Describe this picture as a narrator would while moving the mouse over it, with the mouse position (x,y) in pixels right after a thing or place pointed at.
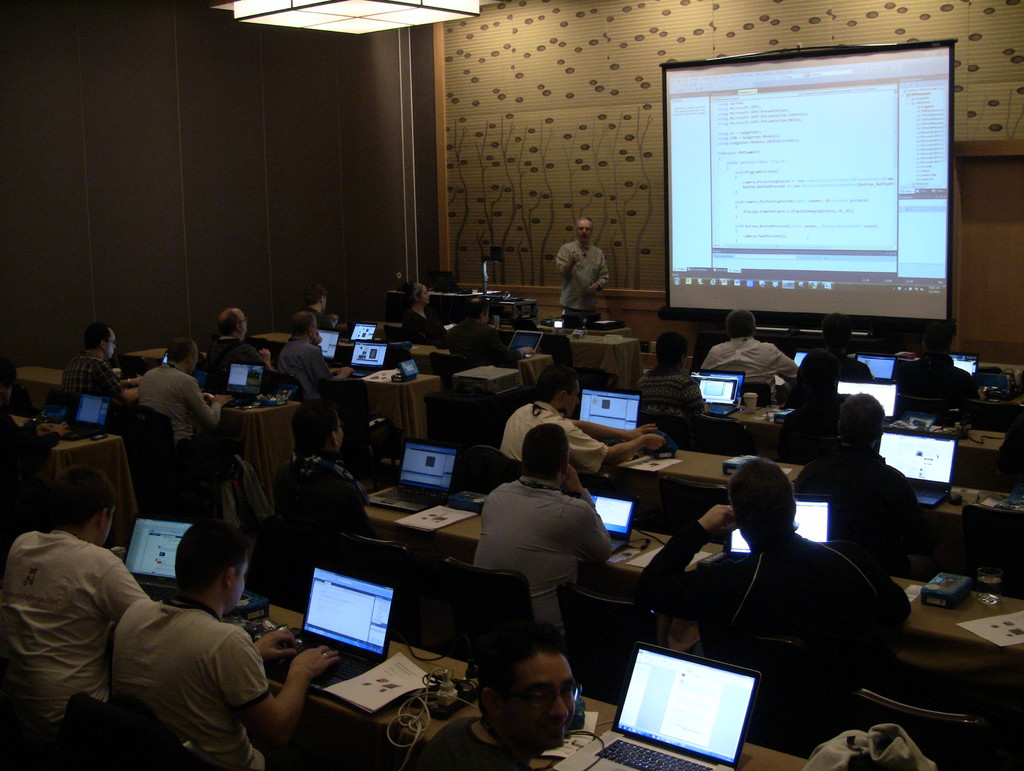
In this image we can see a group of people (360,510) sitting on the chairs (473,593) beside the tables (308,731) containing the laptops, papers (389,698) and some wires (407,746). On the backside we can see a person (602,272) standing beside a display screen (715,284). We can also see a wall (354,141) and a roof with a ceiling light (458,6).
